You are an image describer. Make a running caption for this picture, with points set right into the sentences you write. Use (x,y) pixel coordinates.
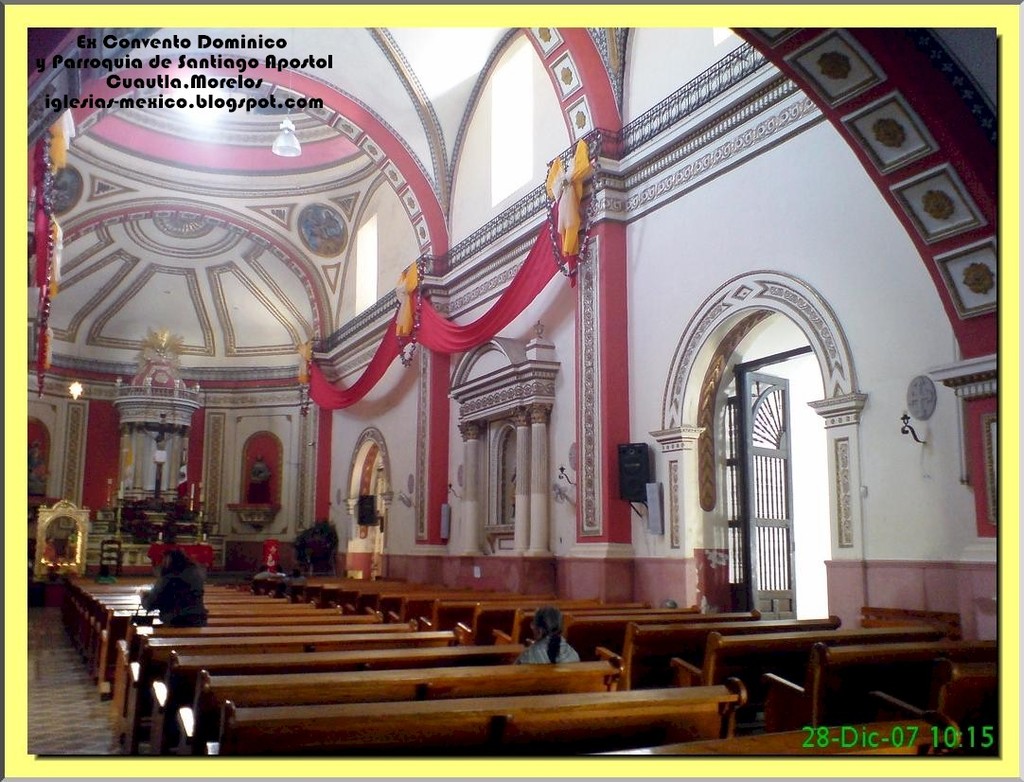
In this picture we can see inside view of a building (854,458), here we can see people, benches (644,752), curtains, door (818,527), wall (837,551), speakers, garlands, lights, wall (718,229) and some objects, in the top left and bottom right we can see some text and numbers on it.
